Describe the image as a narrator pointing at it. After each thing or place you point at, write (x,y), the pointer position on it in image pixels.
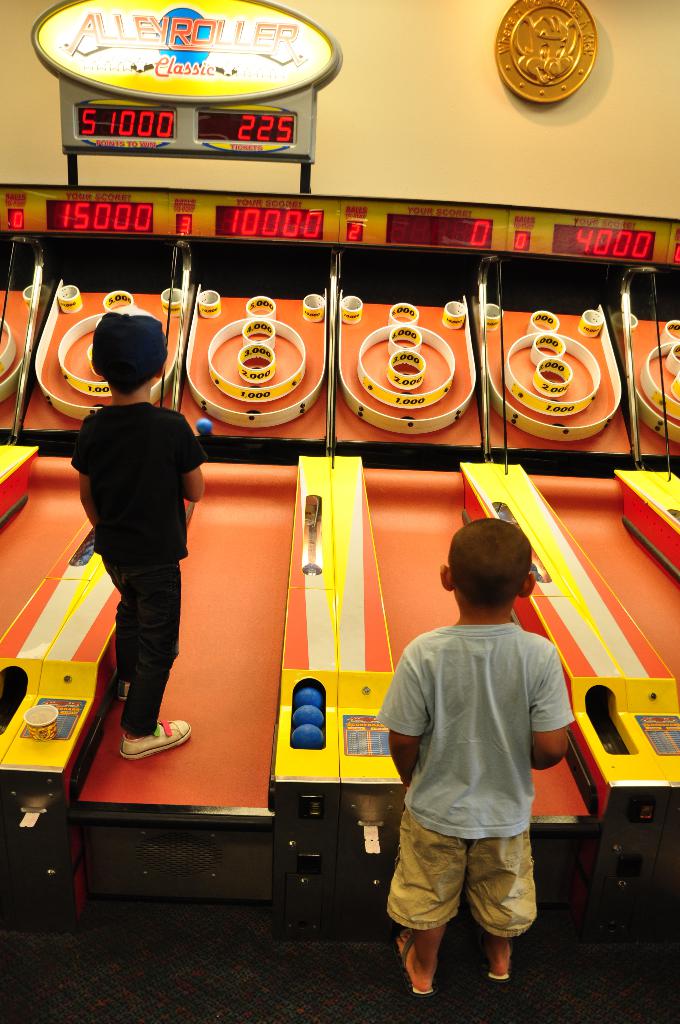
In the center of the image (396,682) we can see two boys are playing. At the top of the image (378,242) we can see board (237,107), machines (361,219), wall (494,57), frame (547,63). At the bottom of the image (222,958) we can see ball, cup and floor (218,975).
